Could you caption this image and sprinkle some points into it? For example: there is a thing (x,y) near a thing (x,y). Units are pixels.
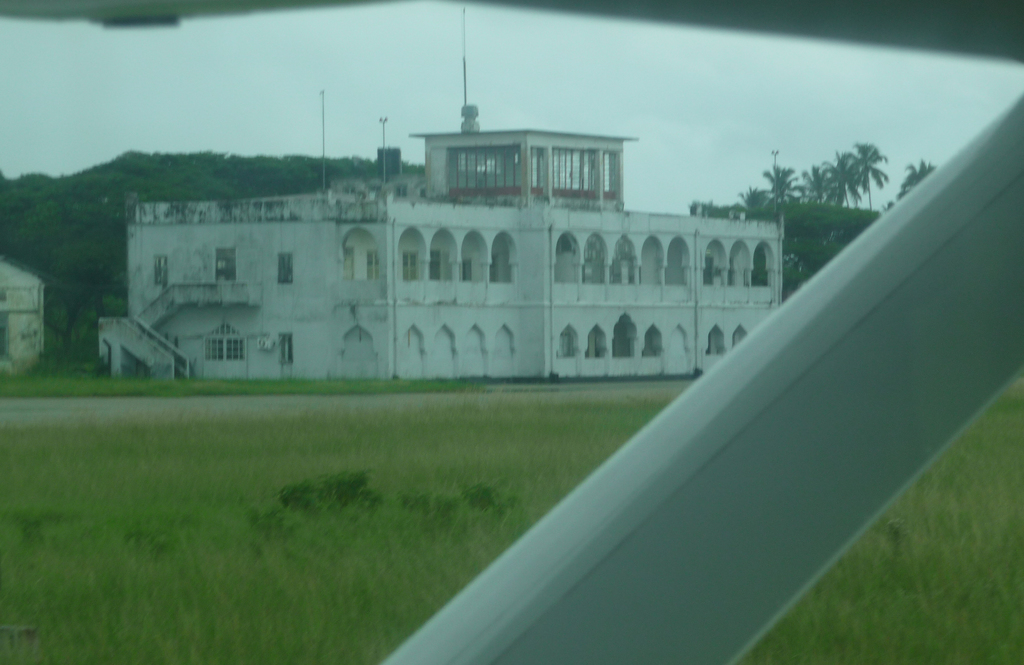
There is one white color object (727,473) and a grassy land (248,515) present at the bottom of this image (427,562). We can see trees (708,209) and a building (397,223) in the middle of this image (585,288) and the sky (346,89) is in the background (591,110).
